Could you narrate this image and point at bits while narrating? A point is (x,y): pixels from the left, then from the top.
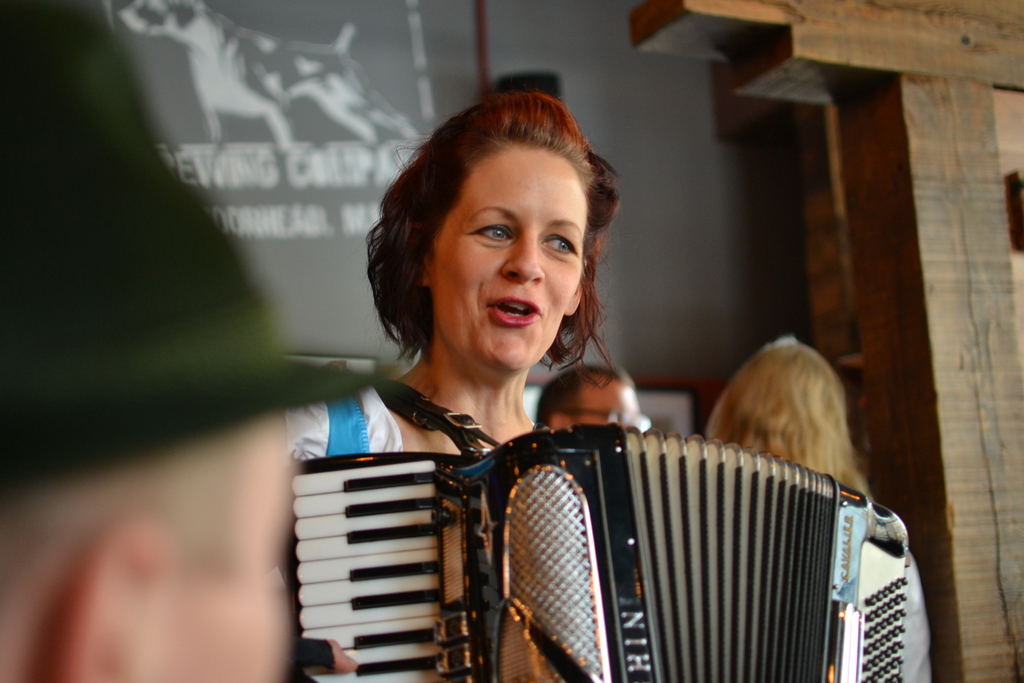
In the middle (485,255), we see a woman (469,231) is standing and she is holding a musical instrument (460,518) in her hands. She is trying to talk something. Behind her, we see a man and a woman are standing. On the left side (142,404), we see the head (108,467) of the person (272,439) who is wearing a black cap (248,354). On the right side (924,301), we see the wooden pillars (909,282). In the background (749,222), we see a wall (351,209) in grey color and we see the sketch (201,63) of the dog (201,63) and some text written on the wall (339,136).
